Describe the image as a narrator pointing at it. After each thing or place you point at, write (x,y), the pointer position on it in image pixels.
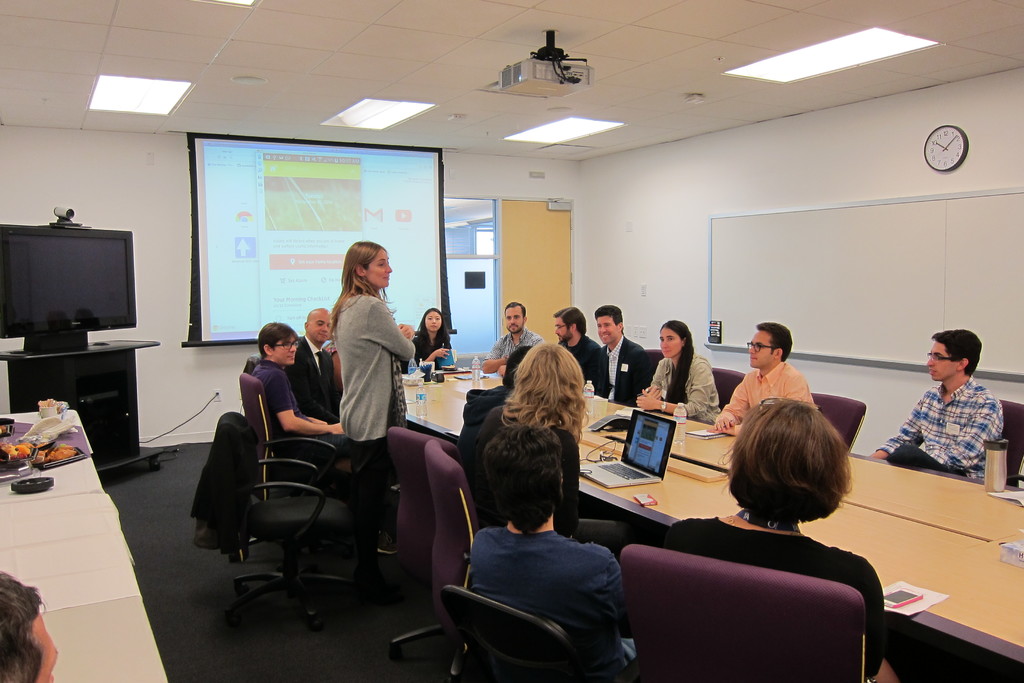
In this image we can see some group of persons (488,497) sitting on chairs (450,467) and a person (369,386) standing there are some bottles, laptops (629,463) and some other things (598,451) on table (654,491), on left side of the image (24,275) there is television (61,280), camera (57,213) and some things (63,460) on table (65,471) and on right side of the image (729,315) there is board (1019,213) and a wall (697,230) and in the background of the image (536,64) there is projector screen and projector (558,70).
